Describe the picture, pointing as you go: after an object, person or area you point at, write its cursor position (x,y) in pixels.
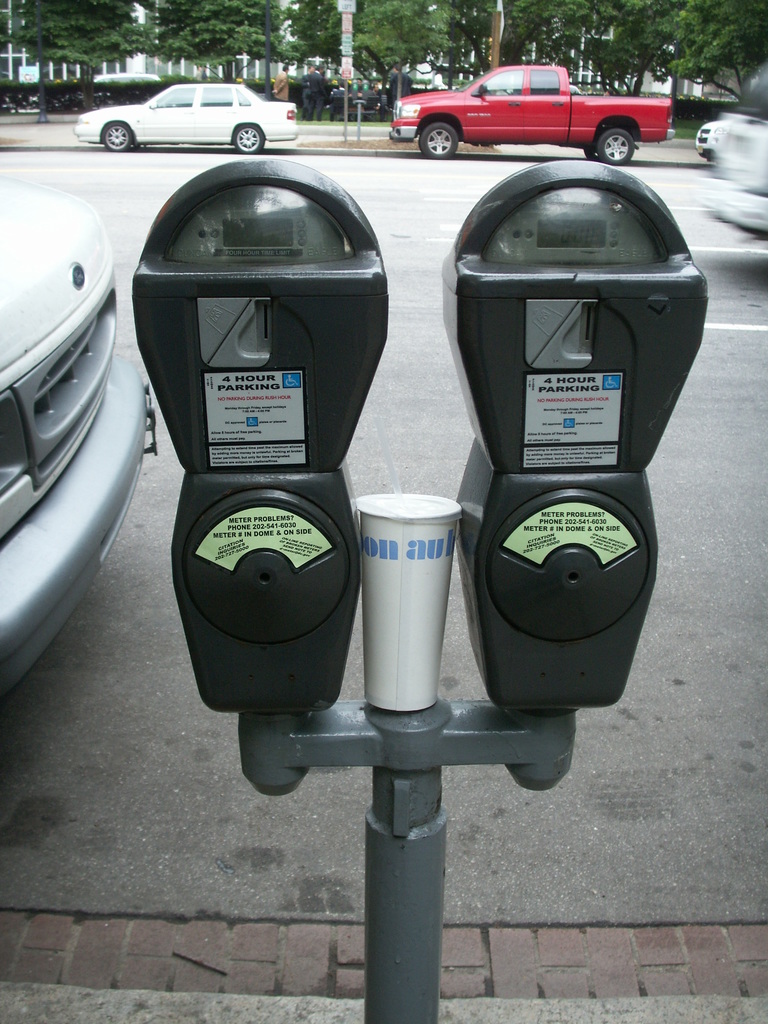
In this image I can see a pole (388,985) and I can see two parking meters (303,425) and a white colored cup (408,534) on the pole (343,731). I can see the road (412,329) and few vehicles (8,352) on the road (381,198). In the background (386,7) I can see few trees (237,25), few poles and few buildings (64,67).
